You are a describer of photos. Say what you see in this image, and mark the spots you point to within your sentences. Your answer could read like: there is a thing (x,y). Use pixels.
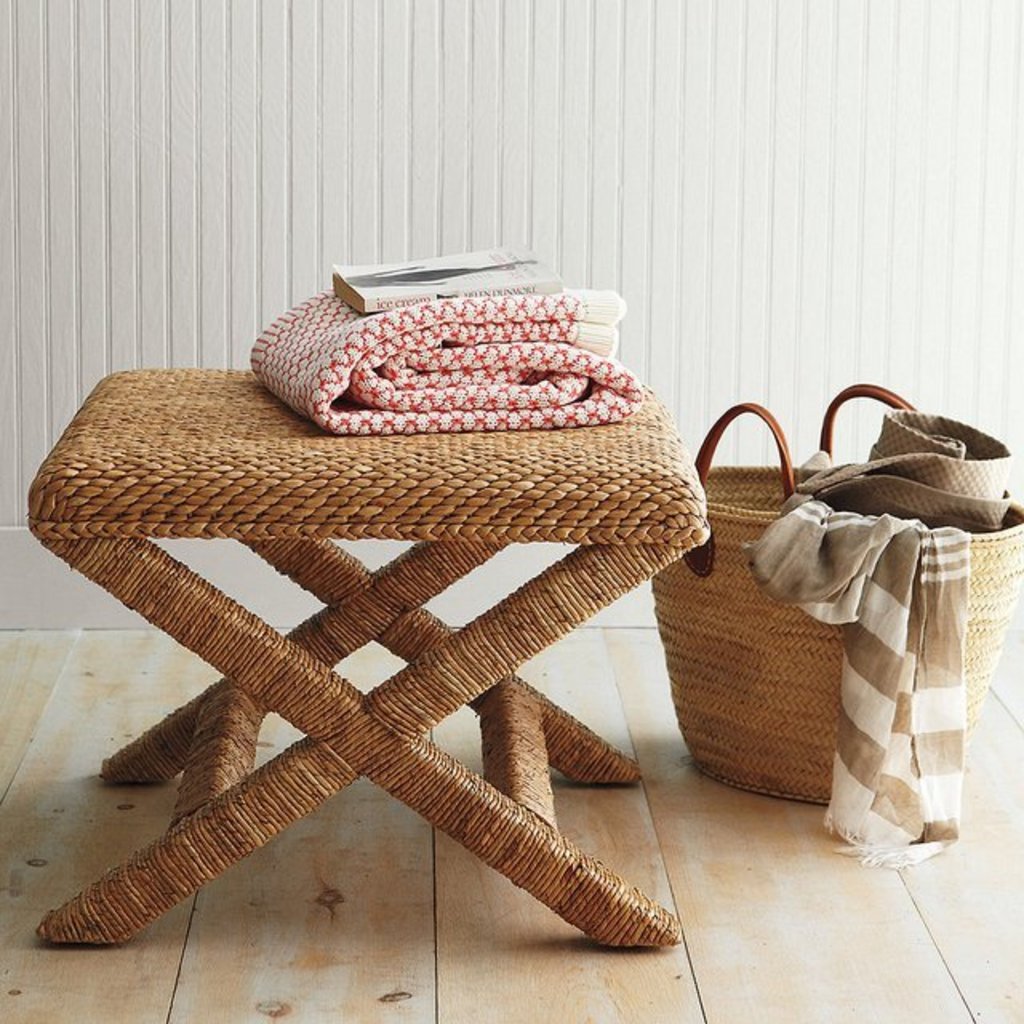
In this image there is a table (393,595) on wooden floor (223,968), on that table (290,475) there is cloth (468,339) and a book (428,282), beside the table (613,533) there is a bag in that bag (1008,626) there are clothes (832,536), in the background (23,29) there is a wooden wall (1000,267).
